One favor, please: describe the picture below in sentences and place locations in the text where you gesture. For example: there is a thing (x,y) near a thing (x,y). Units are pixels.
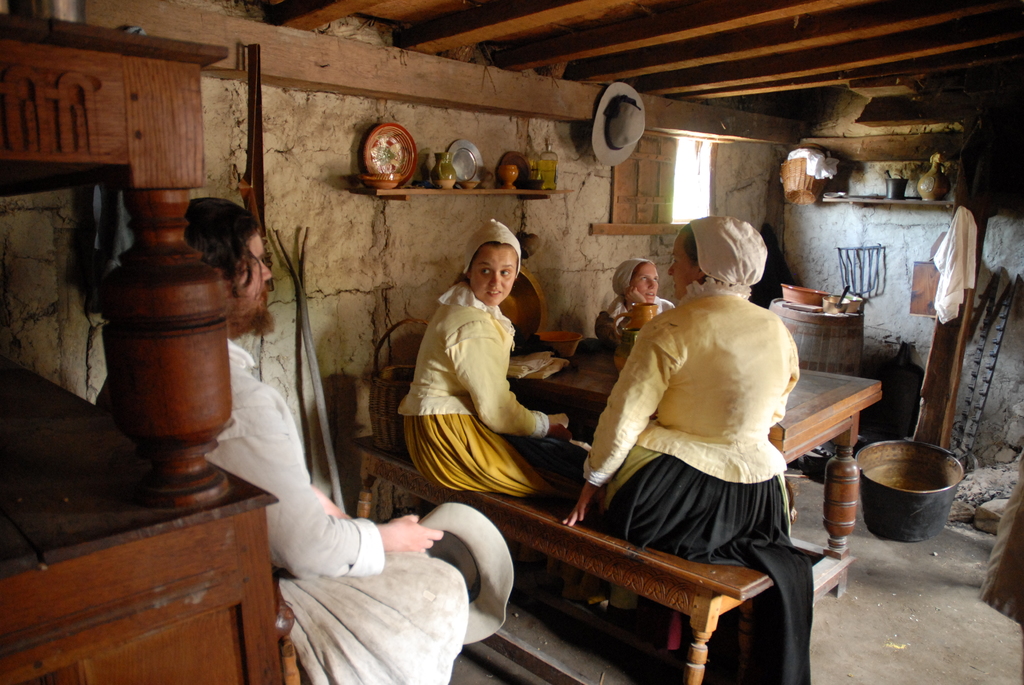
In this picture I can see there is a person (320,544) sitting at the left side (333,581) and there are few women (452,371) sitting on the wooden bench (426,486) and there is a table (610,379) in front of them. There is a wooden object (135,628) at left side (41,189) and there are few utensils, buckets (881,501) and clothes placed on the right side (948,281). There is a window (711,165) and the roof (749,99) has few wooden planks (785,32).
